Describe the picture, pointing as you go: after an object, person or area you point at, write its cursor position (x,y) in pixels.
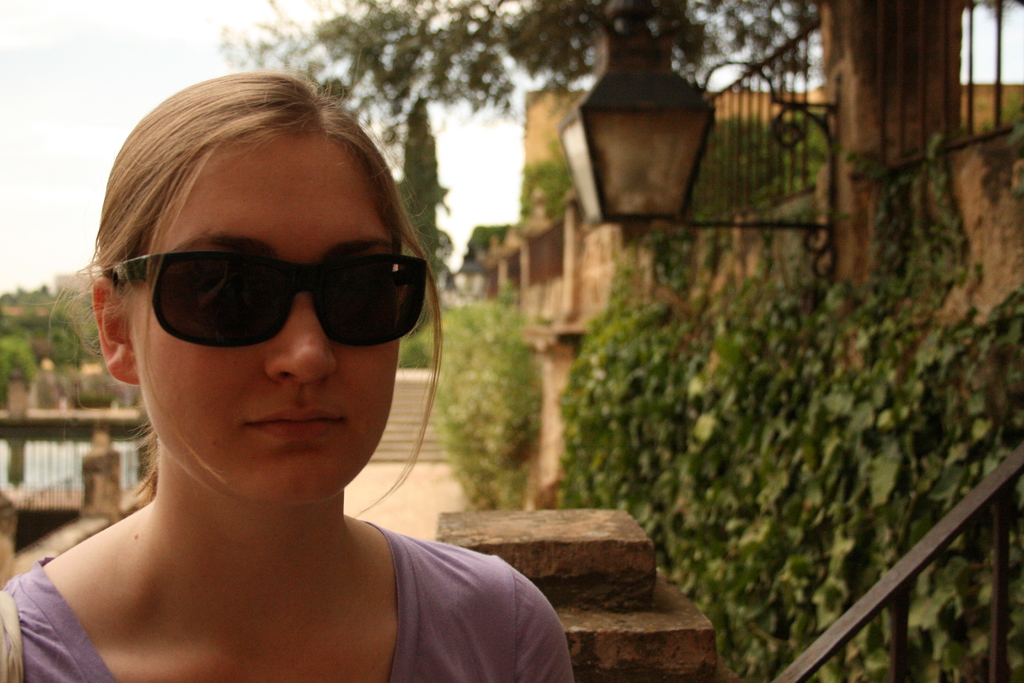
In this image we can see a woman (144,568) with goggles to her eyes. In the background (701,522) we can see railings (893,627), plants (629,397), light (651,159) on the wall (687,230), steps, buildings (18,309) and sky (167,45).
